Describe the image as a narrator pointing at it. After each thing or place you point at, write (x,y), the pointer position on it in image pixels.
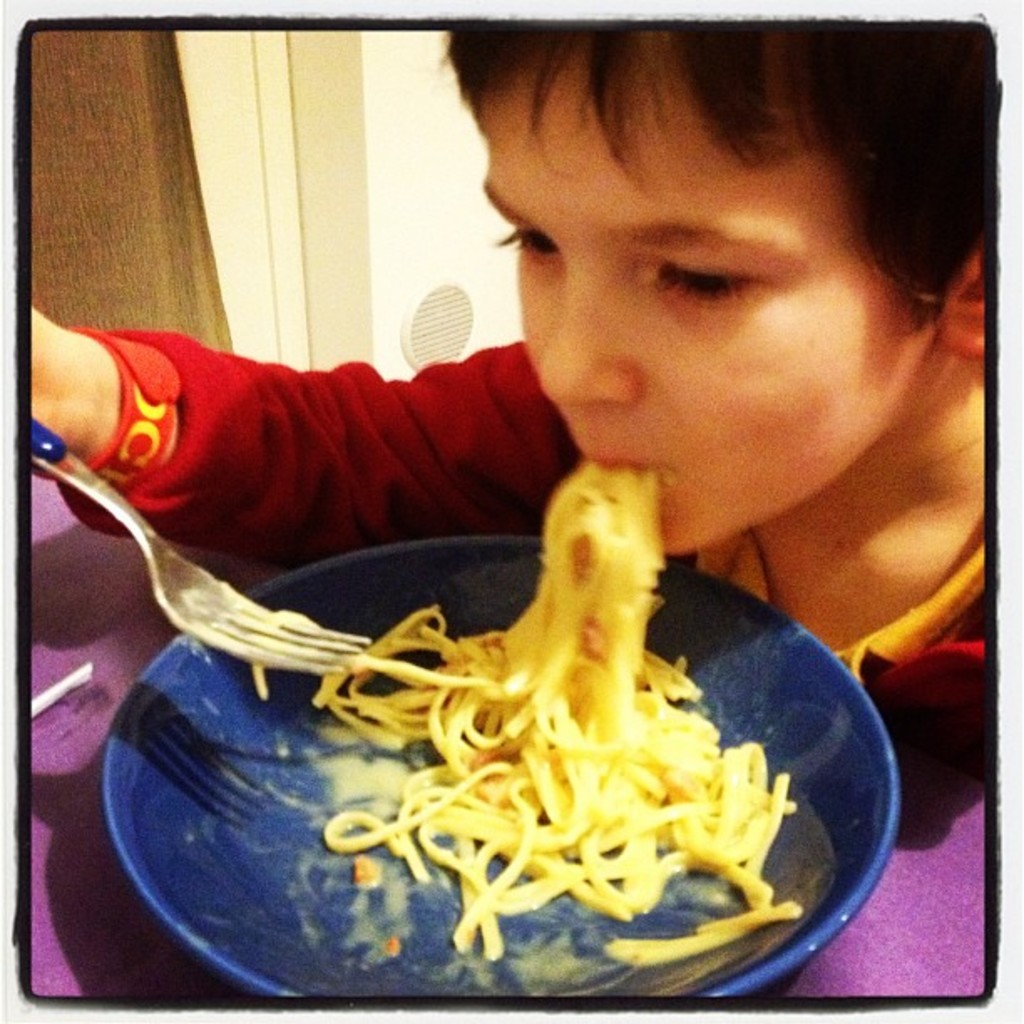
In this image, we can see a kid (727,490) is eating spaghetti (564,702) using fork (183,576). Here we can see a blue bowl (783,857). This bowl (821,896) is placed on a purple cloth (86,801). Here we can see some white color object (58,690). Top of the image (405,222), there is a wall (380,178), some wooden board (133,225) here.
